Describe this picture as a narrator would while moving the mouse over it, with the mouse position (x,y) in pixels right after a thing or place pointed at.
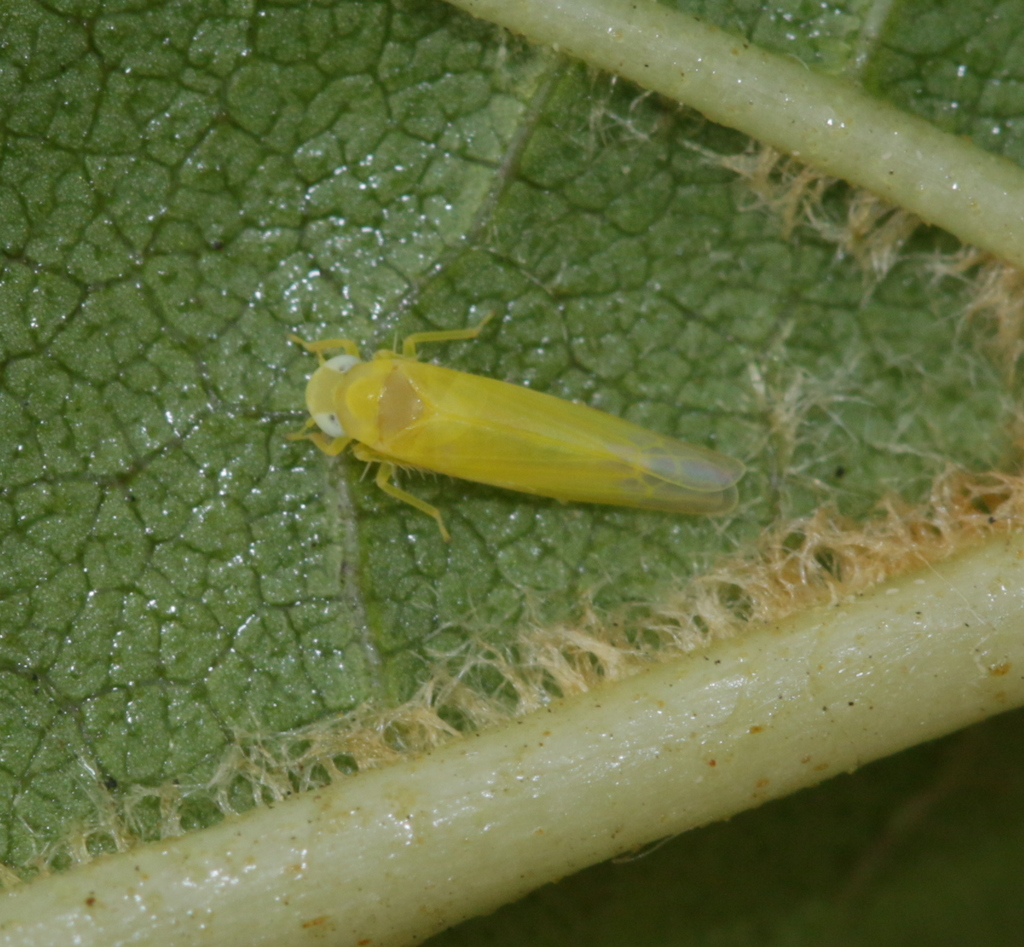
On this green surface (426,569) we can see an insect (668,454).
